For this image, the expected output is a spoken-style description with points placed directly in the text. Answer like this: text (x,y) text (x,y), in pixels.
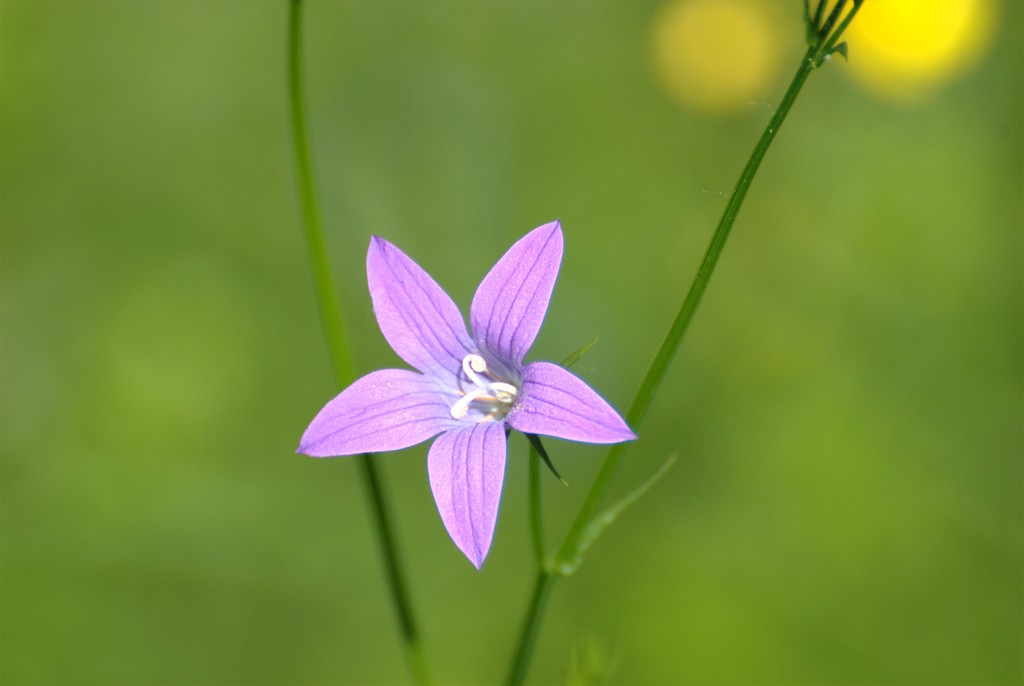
In this image I can see a flower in purple and white color, and I can see green color background (85,116).
